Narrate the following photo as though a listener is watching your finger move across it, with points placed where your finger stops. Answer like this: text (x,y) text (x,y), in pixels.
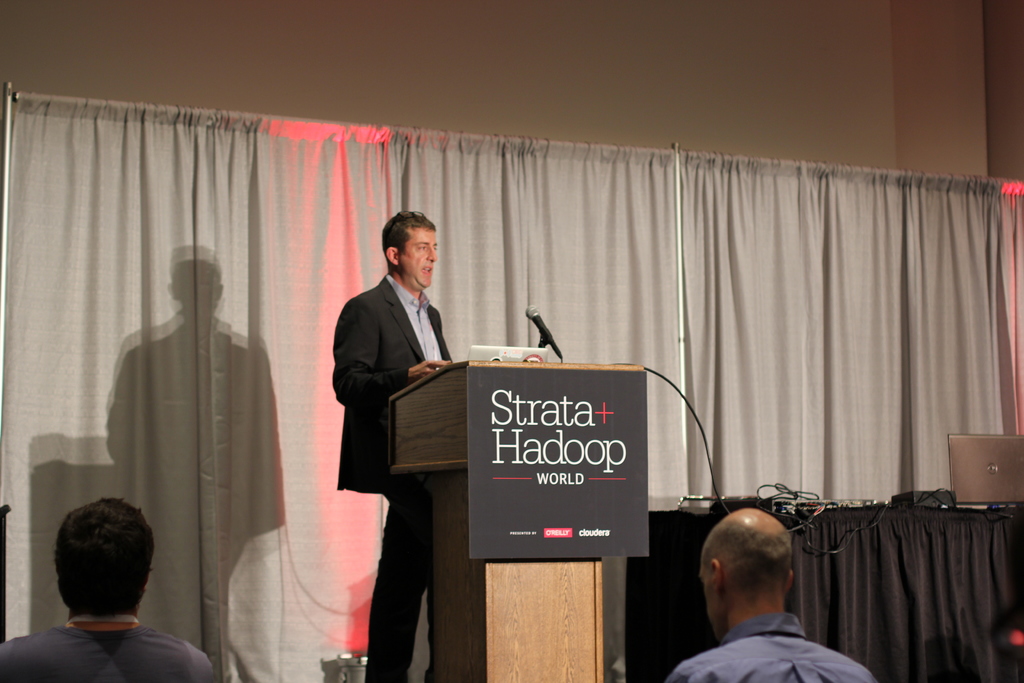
At the bottom of the picture (816,655), we see two men (731,630). In the middle of the picture (379,368), we see a man (366,380) in the black blazer (366,380) is standing. I think he is talking. In front of him, we see a podium (481,445) on which a laptop (523,358) and a microphone (551,345) is placed. On the right side (891,540), we see a table (878,532) which is covered with black color sheet (911,566). We see the cables (792,490) and a laptop (963,497) are placed on the table (846,516). In the background (346,242), we see a sheet (151,307) or a curtain (578,244) in white color. In the background (538,119), we see a brown wall (462,119).
